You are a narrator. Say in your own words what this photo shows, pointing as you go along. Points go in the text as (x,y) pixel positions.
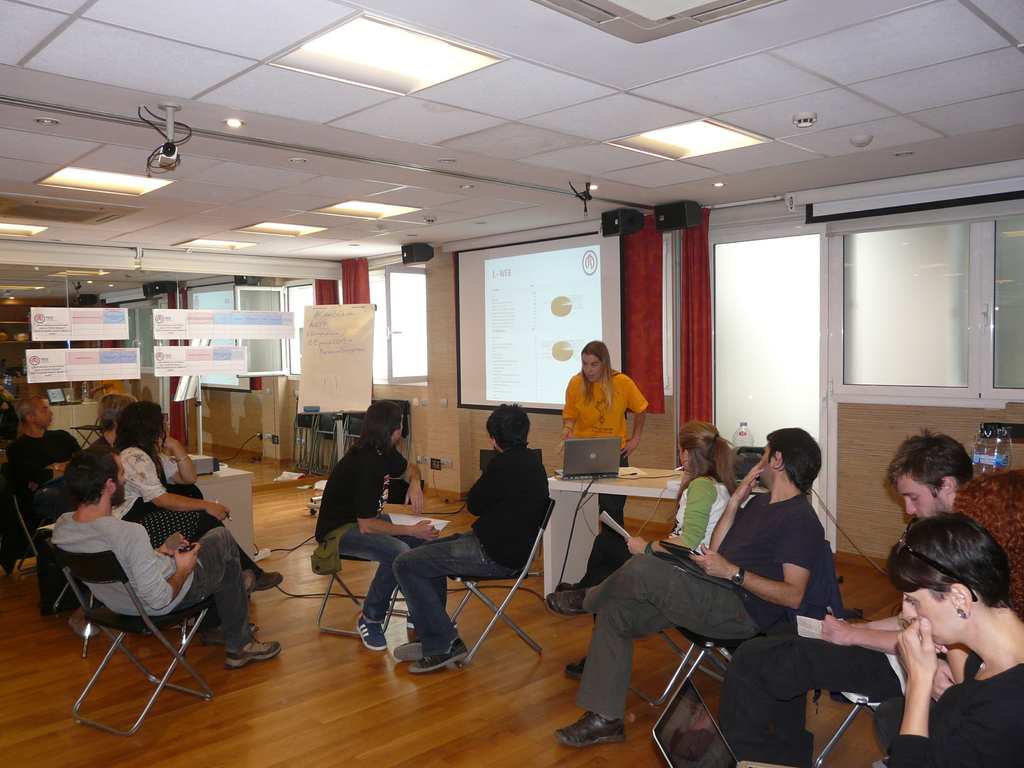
In this image there are group of people (595,537) sitting on the chair (710,652). On the table (628,482) there is a laptop (582,464) and papers (640,470). At the back side (491,350) there is a screen boards (479,339) there is a window (401,326). On top (365,215) there are lights (357,201).
